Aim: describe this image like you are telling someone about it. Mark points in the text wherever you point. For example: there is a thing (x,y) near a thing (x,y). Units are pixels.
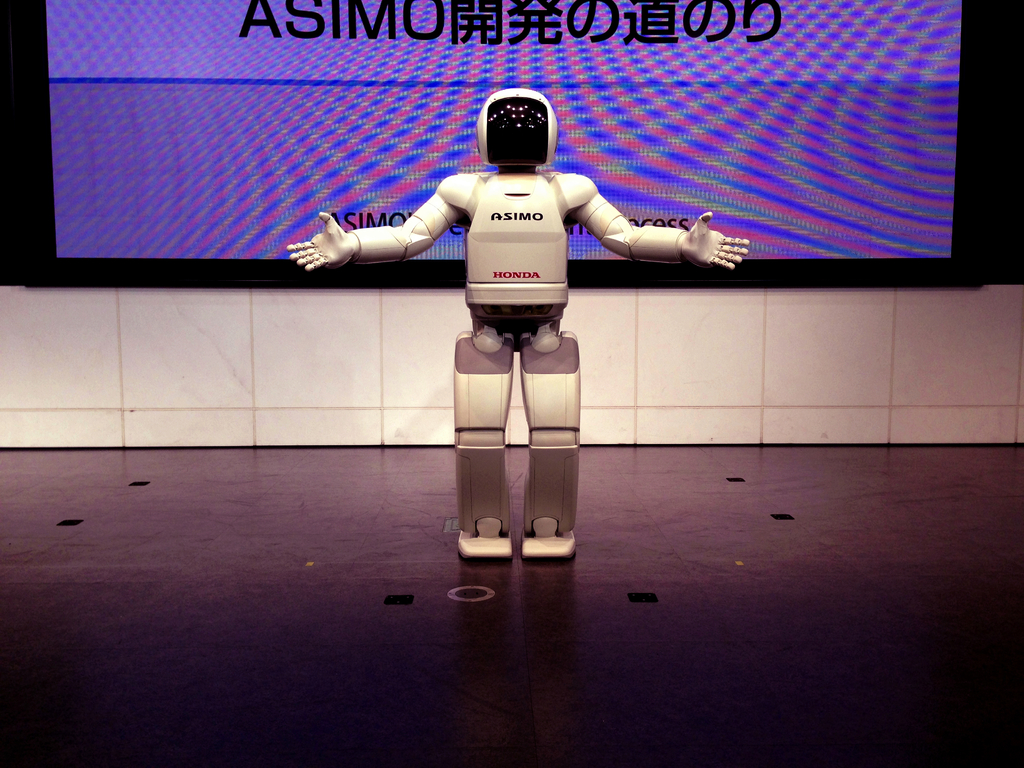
In this picture we can see a robot (712,253). There is a screen (605,91) in the background (422,60).
